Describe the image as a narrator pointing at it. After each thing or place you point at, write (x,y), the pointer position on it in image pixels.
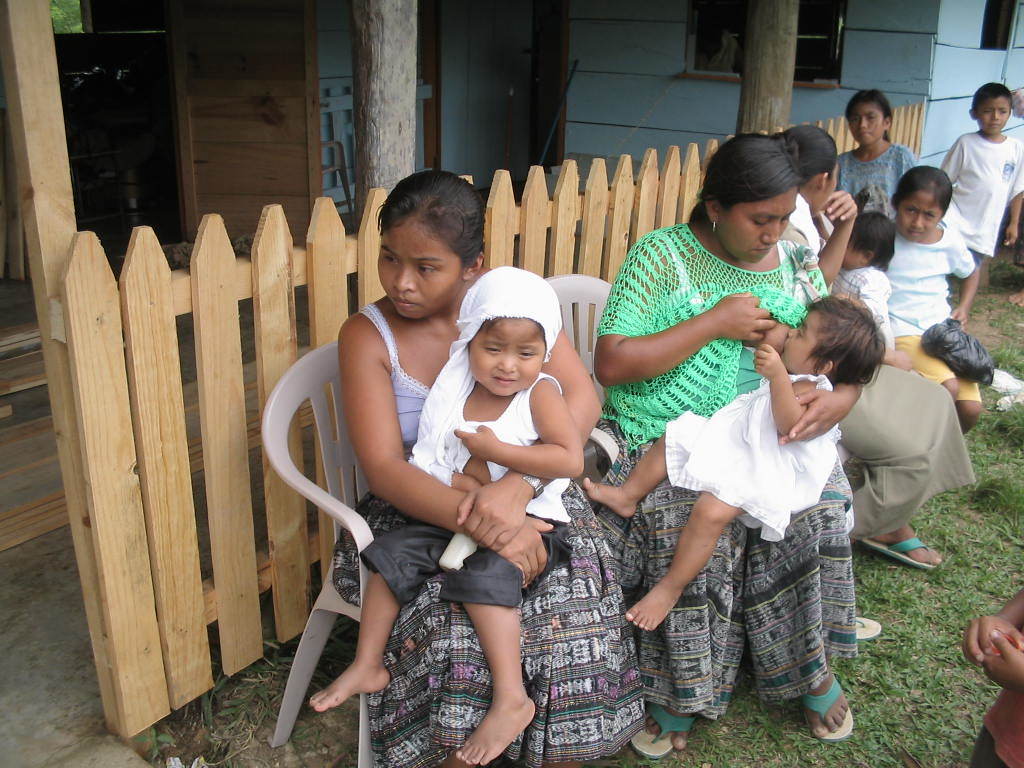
In this image we can see a girl (415,419) is holding a small boy (494,455) in the hands (480,540) and she is sitting on a chair (361,500) and beside them a woman (727,325) is breastfeeding a kid (802,344) by sitting on a chair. In the background (823,249) we can see few persons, house (925,21), fence (651,163), windows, objects (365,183) and a door (254,199).
